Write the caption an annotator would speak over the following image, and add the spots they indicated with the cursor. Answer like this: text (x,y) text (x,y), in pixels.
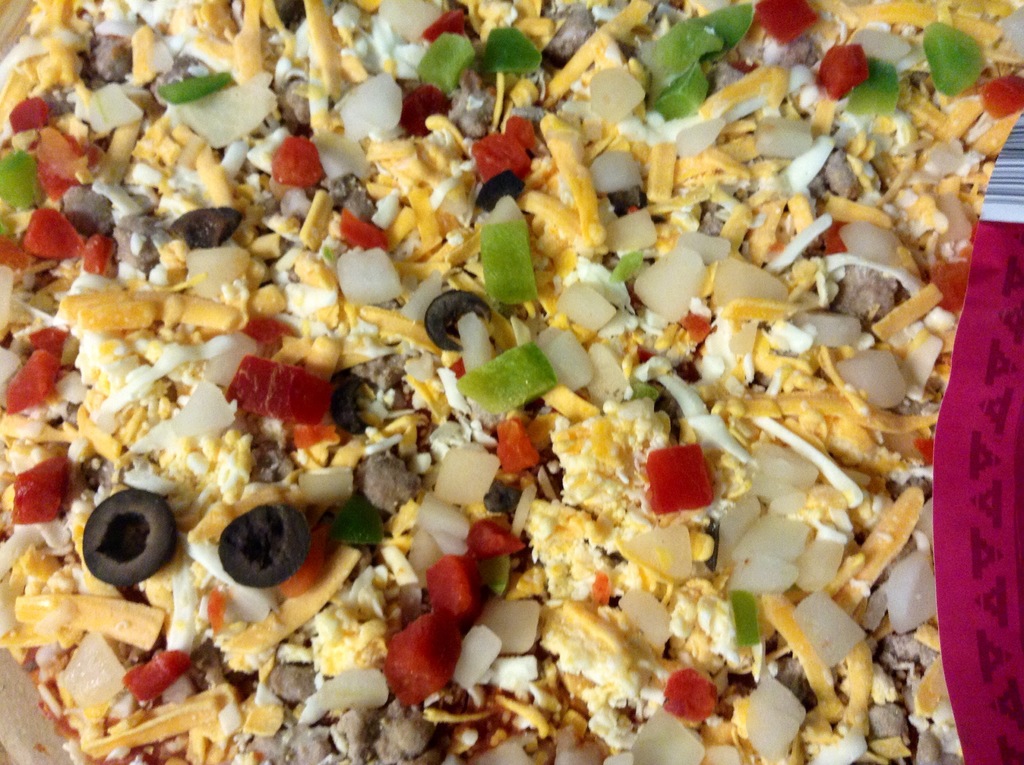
It is a zoom in picture of a food item (258,380) and the color of food item (484,561) includes red, green, brown, white and yellow.
